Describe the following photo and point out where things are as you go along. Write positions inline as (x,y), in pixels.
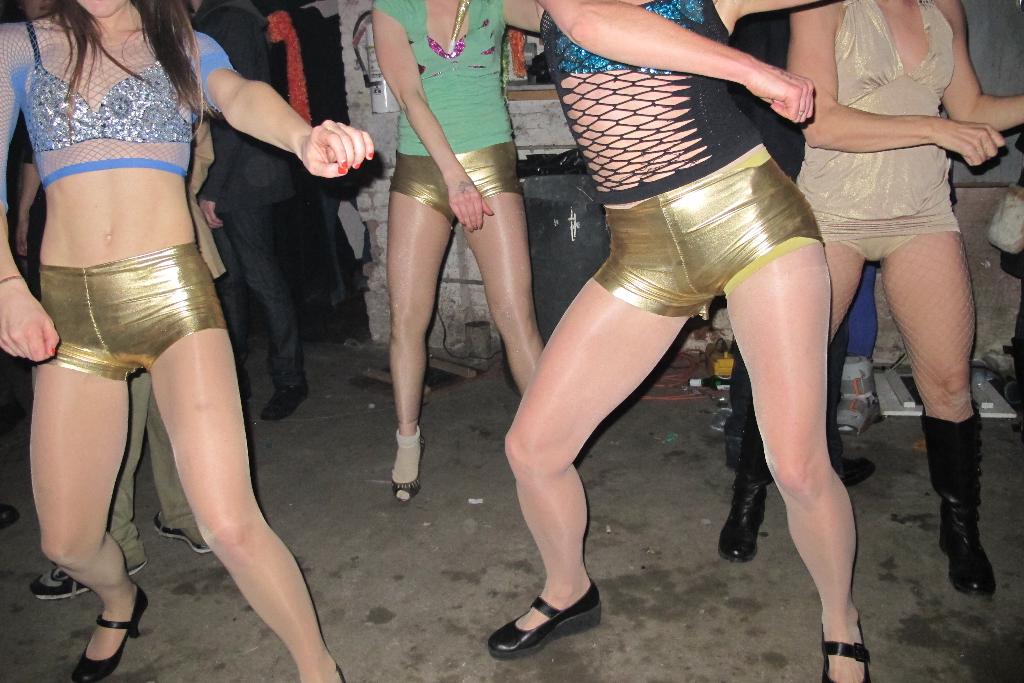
There are four women (419,154) dancing. This looks like a wall (369,304). I think this is an object (564,264), which is black in color. In the background (278,269), I can see few people (243,40) standing.
